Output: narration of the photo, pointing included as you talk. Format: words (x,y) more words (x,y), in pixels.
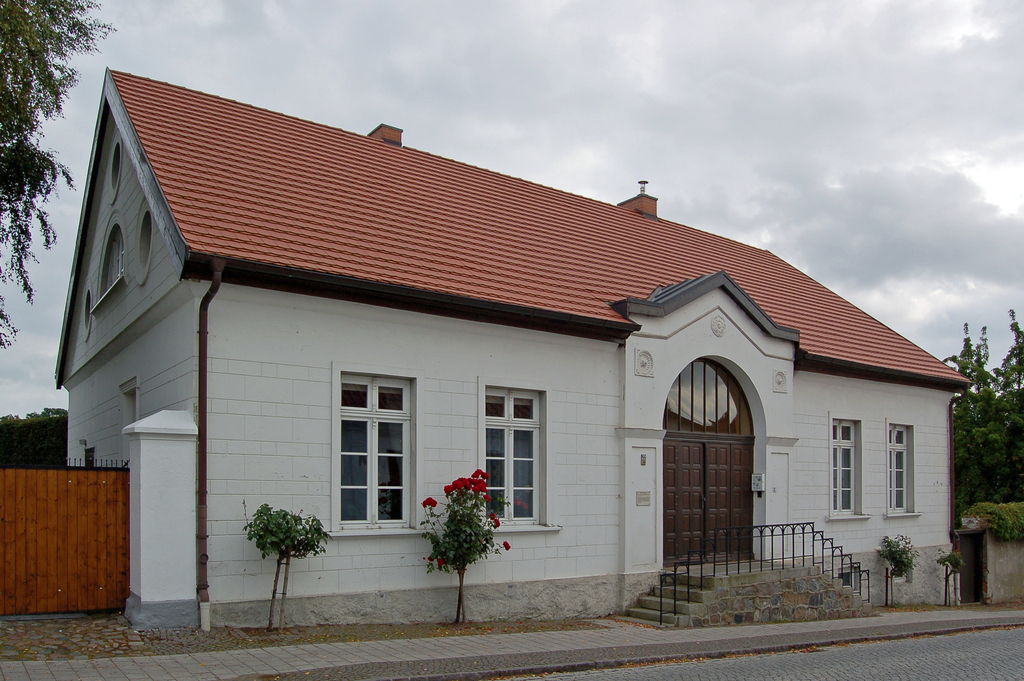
At the bottom of the image (327,640) there is a footpath (384,636). On the footpath (344,640) there are plants (457,558) and also there are steps (745,584) and railings (737,556). Behind them there is a house (636,312) with roofs (463,231), chimneys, walls (463,474), glass windows (522,497) and doors (675,521). On the left side of the image (84,488) there is a gate (62,508) and also there is a pillar (164,514). Behind the house (942,433) there are trees (967,430). At the top of the image (622,106) there is sky (521,107).
